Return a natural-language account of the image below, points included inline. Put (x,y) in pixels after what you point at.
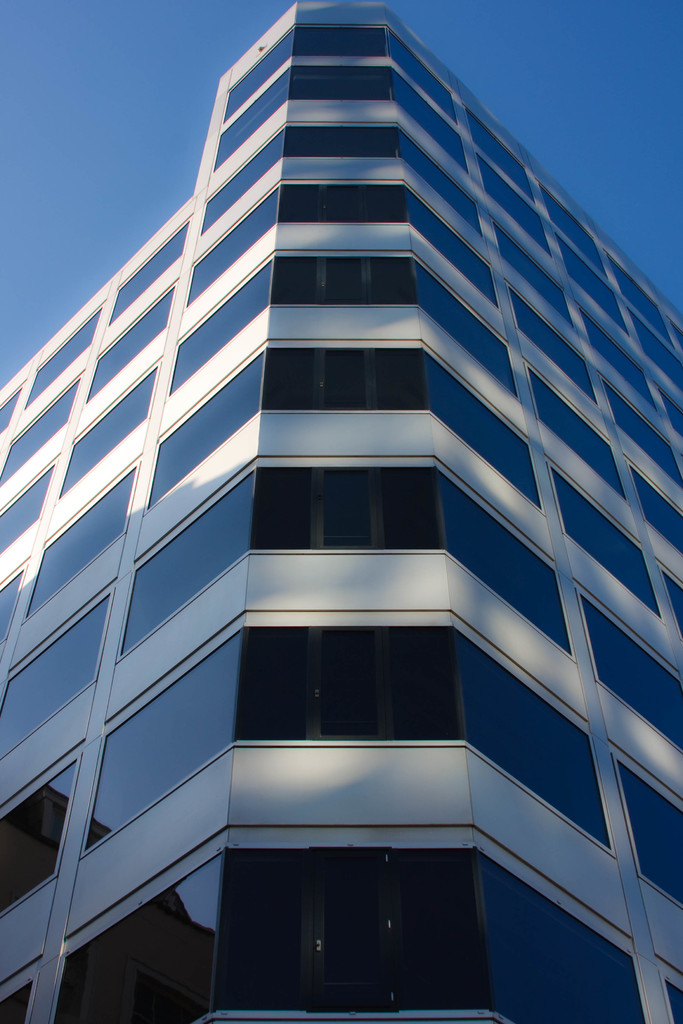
In this image we can see a building (326,726) covered with glasses (222,423) and sky (124,150) in the background (548,121).
